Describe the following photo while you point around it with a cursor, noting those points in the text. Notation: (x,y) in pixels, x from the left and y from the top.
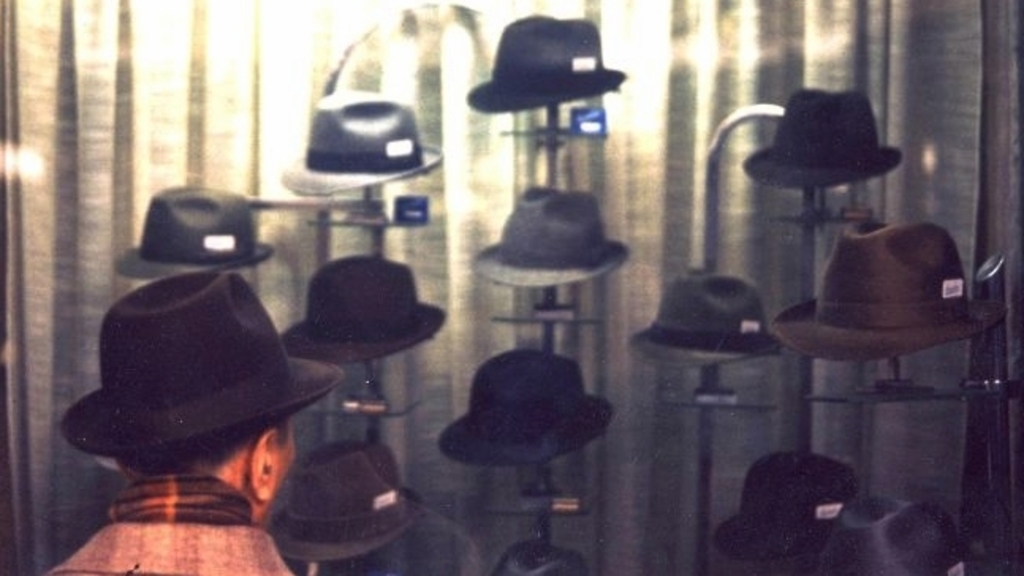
This man (223,447) wore a hat (201,331). Background (350,153) there are hats (836,341).
